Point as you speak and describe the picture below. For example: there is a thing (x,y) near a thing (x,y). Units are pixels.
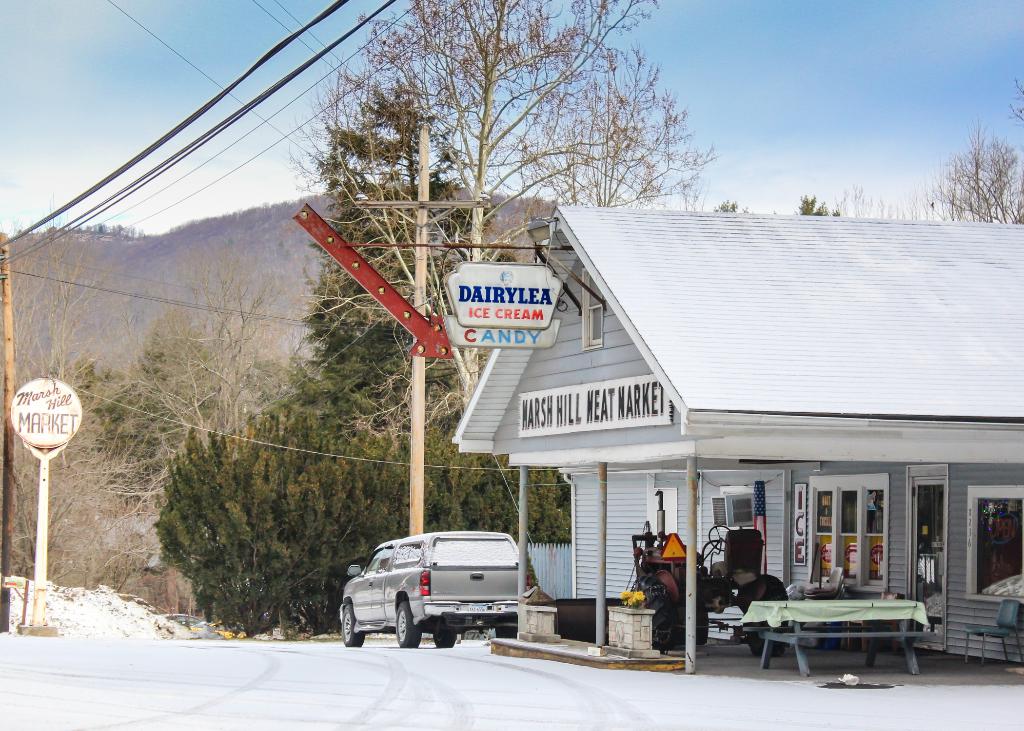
In the image we can see one house (858,363), table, vehicle (766,594), car (469,596), pole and it was named as "Dairy Ice cream". On the left (45,405) we can see sign board (58,399). And coming to background (548,105) we can see tree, sky (794,35), hill (218,258).
